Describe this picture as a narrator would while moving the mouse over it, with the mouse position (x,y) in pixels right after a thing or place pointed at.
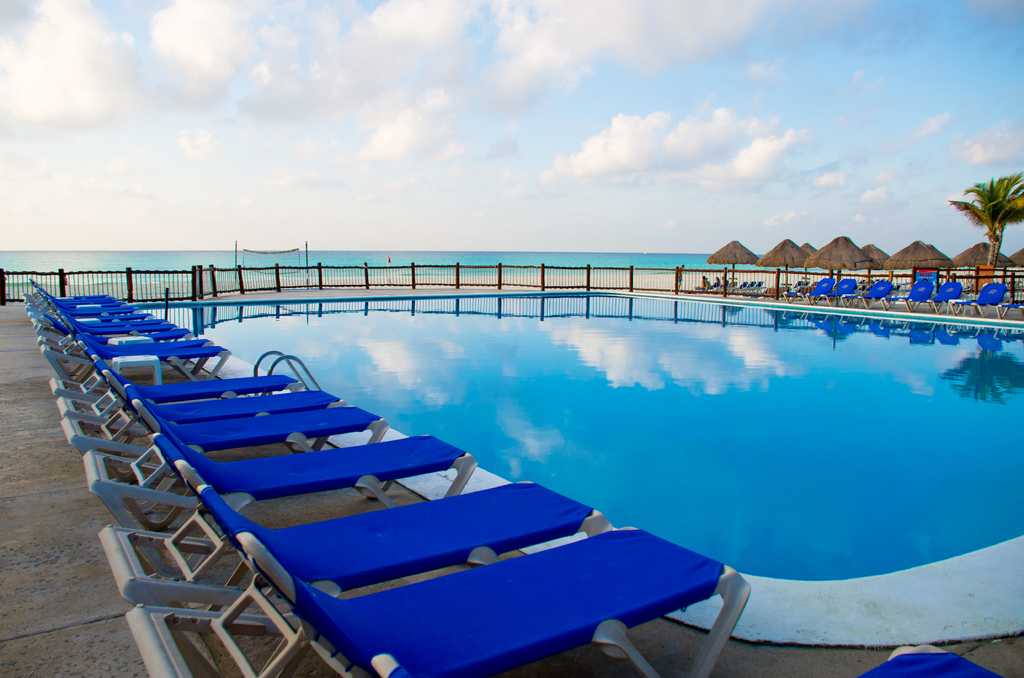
In this image we can see a swimming pool (691,385). There are beach beds (199,386). In the background of the image (519,261) there is beach (183,256). There is a wooden fencing (360,270). To the right side of the image (989,265) there is a tree (988,230). There are umbrellas (857,248). At the top of the image (657,101) there is sky (451,83).
